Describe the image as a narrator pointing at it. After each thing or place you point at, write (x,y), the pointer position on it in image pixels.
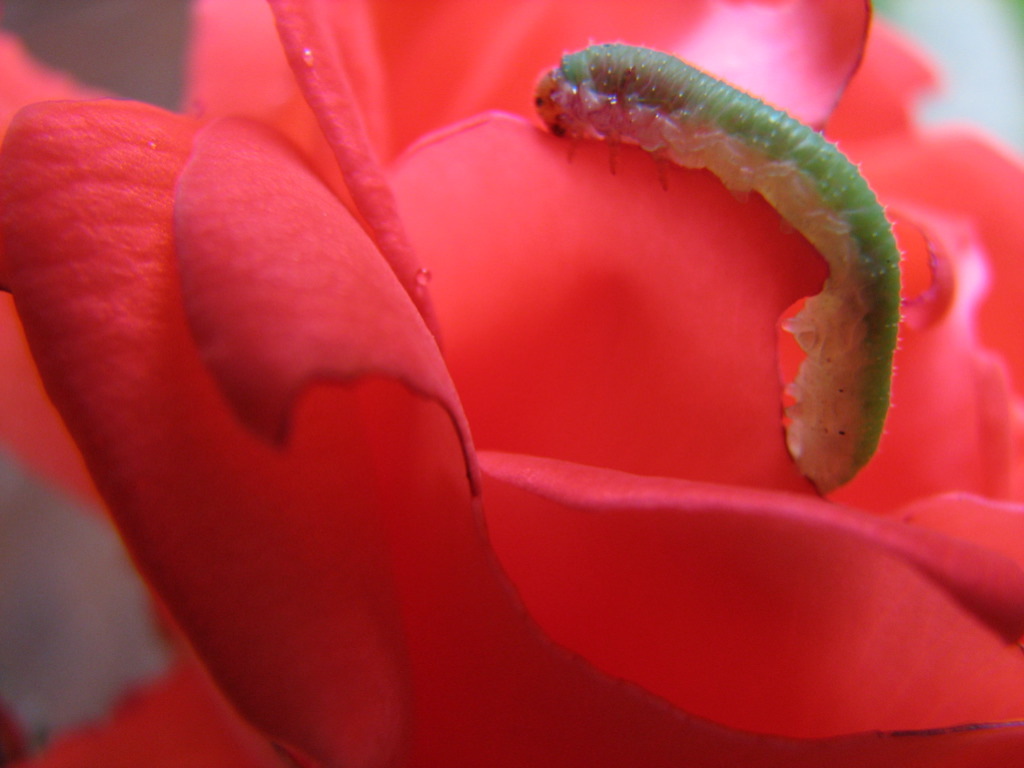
This is a zoomed in picture. On the right (860,186) there is a green color caterpillar (565,91) on the petal (633,342) of a red color flower (522,249). The background of the image (925,11) is blurry.
